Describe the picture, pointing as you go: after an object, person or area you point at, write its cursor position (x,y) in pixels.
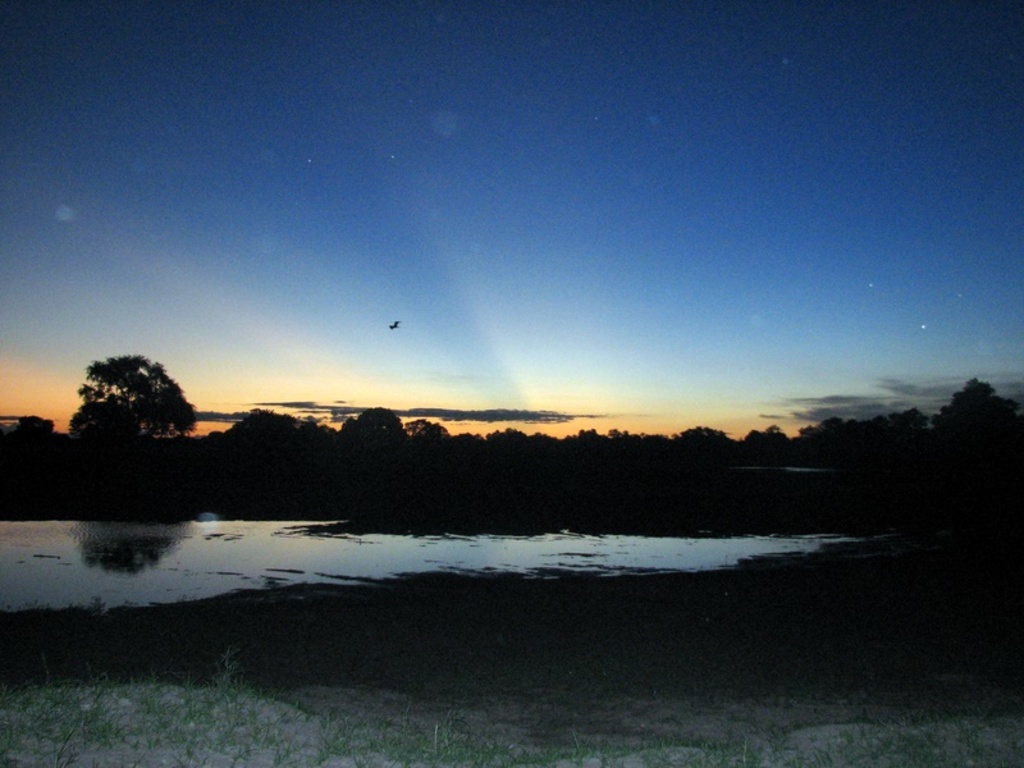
This image is taken outdoors. At the top of the image (261,114) there is the sky (729,350) with clouds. In the background (186,424) there are many trees (319,458) and plants (708,446). In the middle of the image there is a pond (302,555) with water (513,555). At the bottom of the image (538,710) there is a ground (544,735) with grass (355,738) on it.
